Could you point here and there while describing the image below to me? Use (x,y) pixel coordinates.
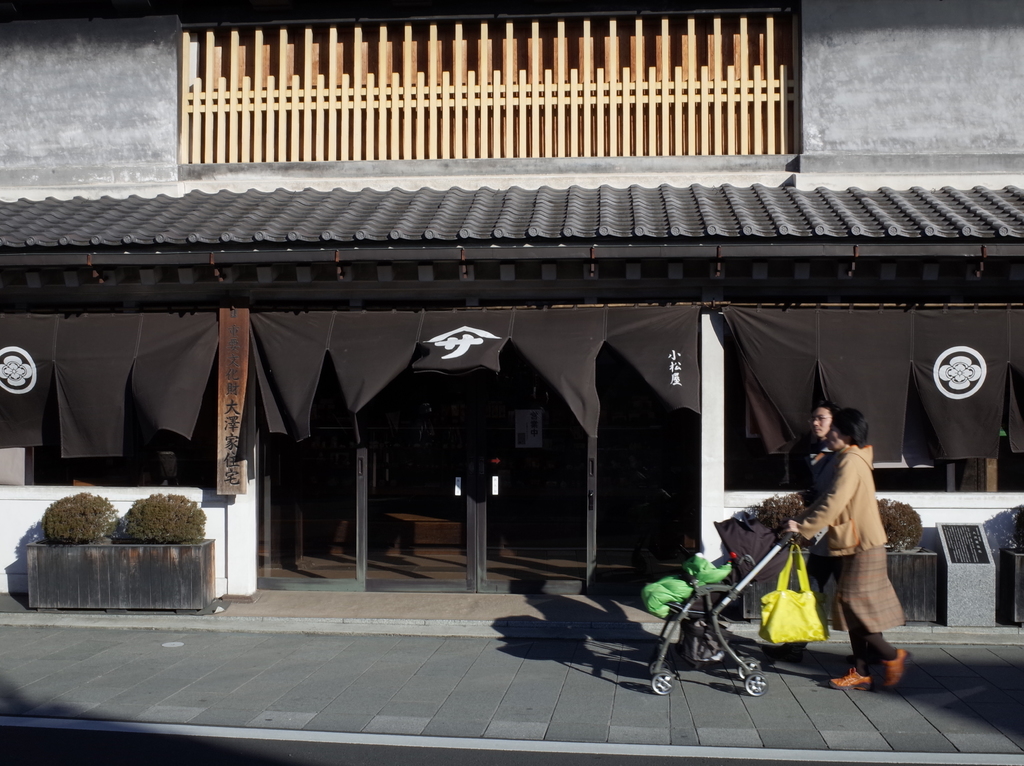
At the bottom of the image (528,706) on the footpath (956,681) there are two persons (853,570) and one is holding a stroller (769,536) in her hands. Beside them there is a building (573,135) with walls (54,161), poles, flags (758,346), glass doors (279,470) and roofs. In front of the image there are potted plants (157,535).
